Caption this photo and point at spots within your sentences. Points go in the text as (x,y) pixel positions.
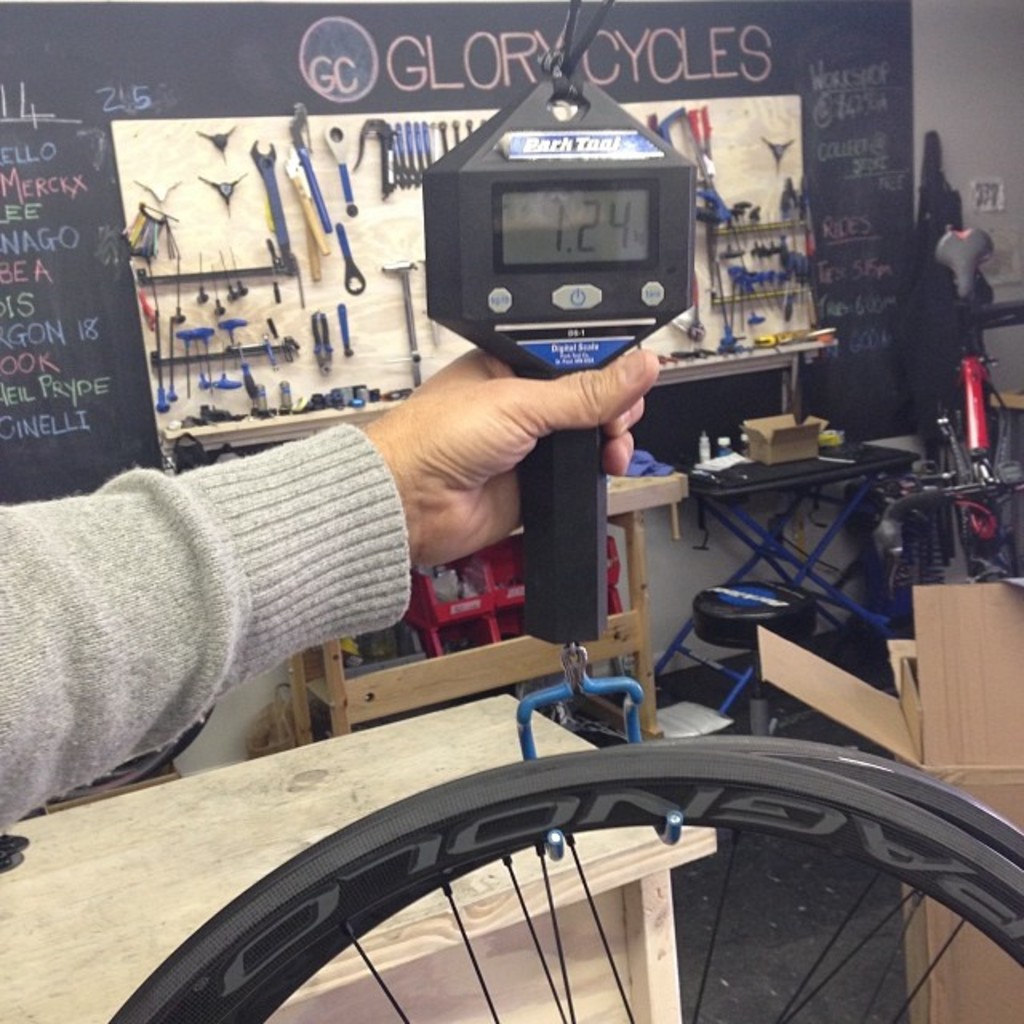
In this image on the left side (157,613) there is one persons hand (483,438) who is holding a scale (577,248) and in the bottom (268,974) there is one tyre (982,855) and on the background (130,106) there is a wall (123,116). On that wall (682,126) there are some instruments (289,168) are there and on the right side (785,479) there is one table (828,472) and one cycle (966,361) is there.
